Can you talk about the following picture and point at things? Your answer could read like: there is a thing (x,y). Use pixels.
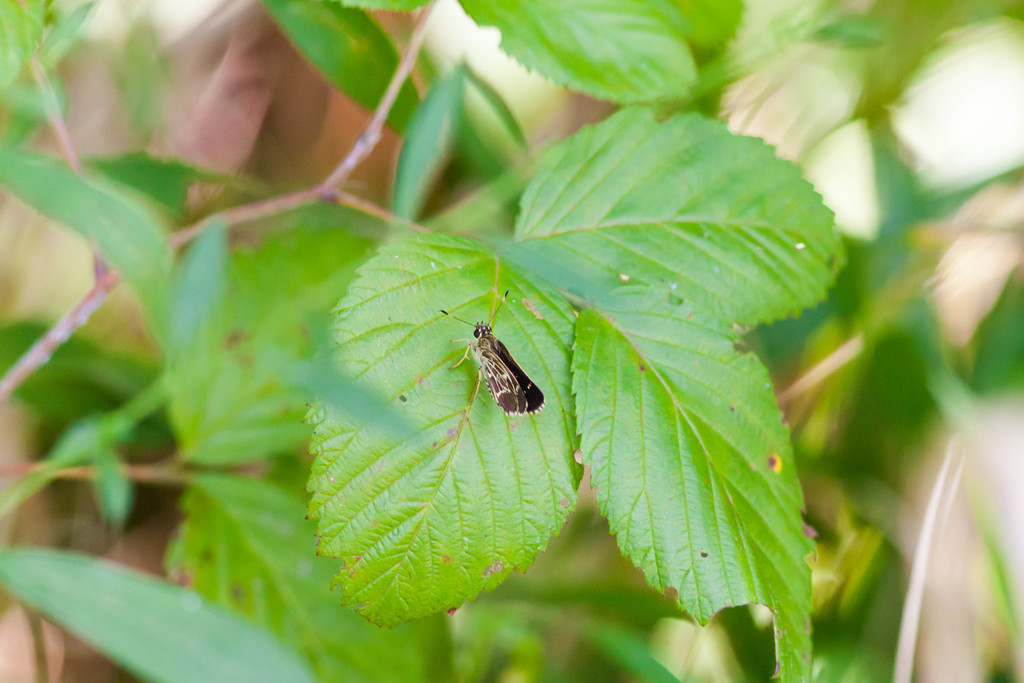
In this picture there is a plant (716,514). In the center of the picture (481,338) there is an insect (486,367).
